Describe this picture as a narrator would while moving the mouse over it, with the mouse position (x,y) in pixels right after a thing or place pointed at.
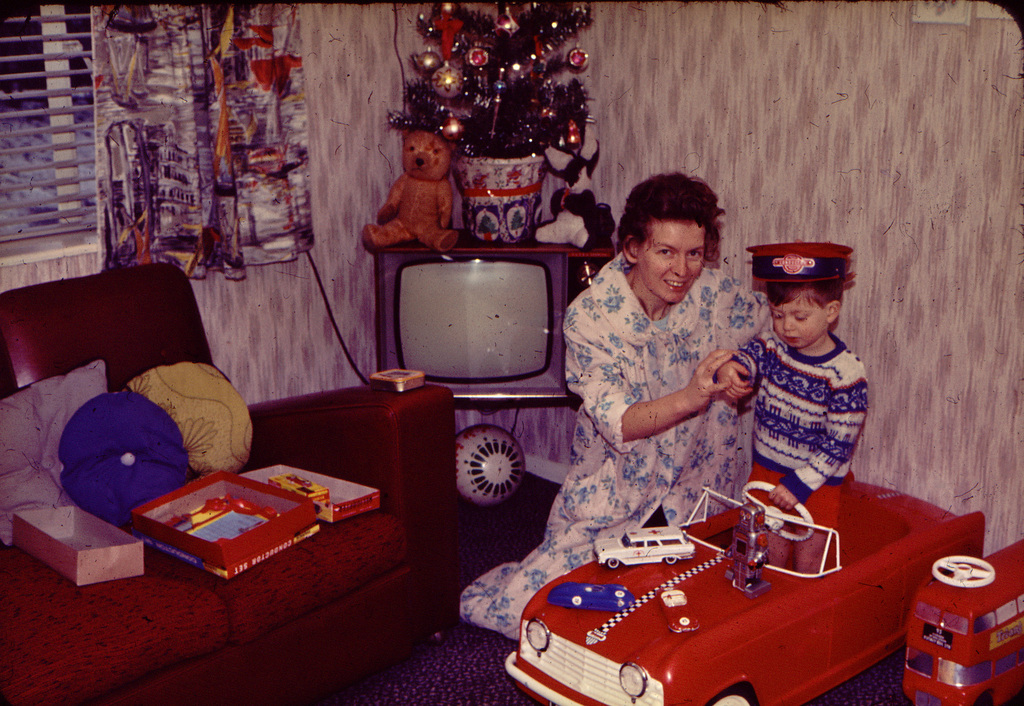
In this image there are two persons (645,335), one woman (715,485) and a kid (812,430). The woman (724,364) is holding the kid (812,443) and he is standing in the car (704,495). In the background (437,261) there is a TV (527,249) above which a Xmas tree (479,134) is kept. To the left (14,141) there is window (55,25) and curtain (127,121), below that there is a sofa (93,327) along with pillows (172,407).
